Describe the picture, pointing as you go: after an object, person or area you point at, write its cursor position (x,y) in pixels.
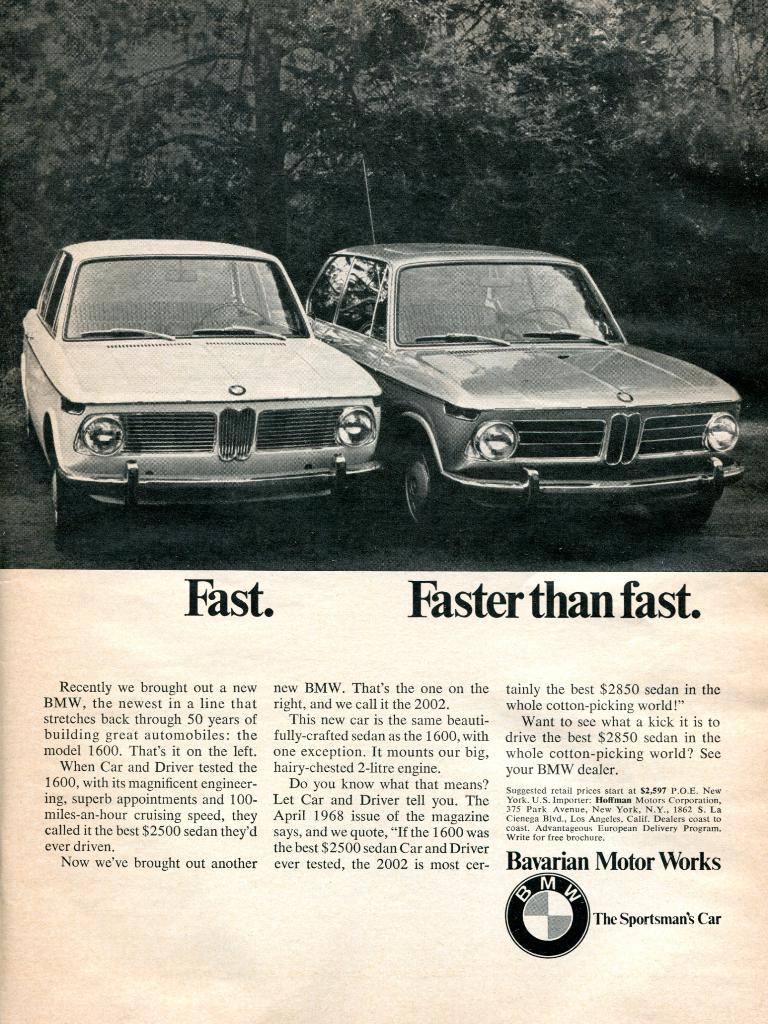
There is a poster (689,710) in which, there is a image. In the image, there are two vehicles (151,244) parked on the grass (515,541) on the ground (142,518). In the background (576,37), there are trees (495,233). Below this image, there are texts (654,754) and logo (580,939) on the white page (126,977).
